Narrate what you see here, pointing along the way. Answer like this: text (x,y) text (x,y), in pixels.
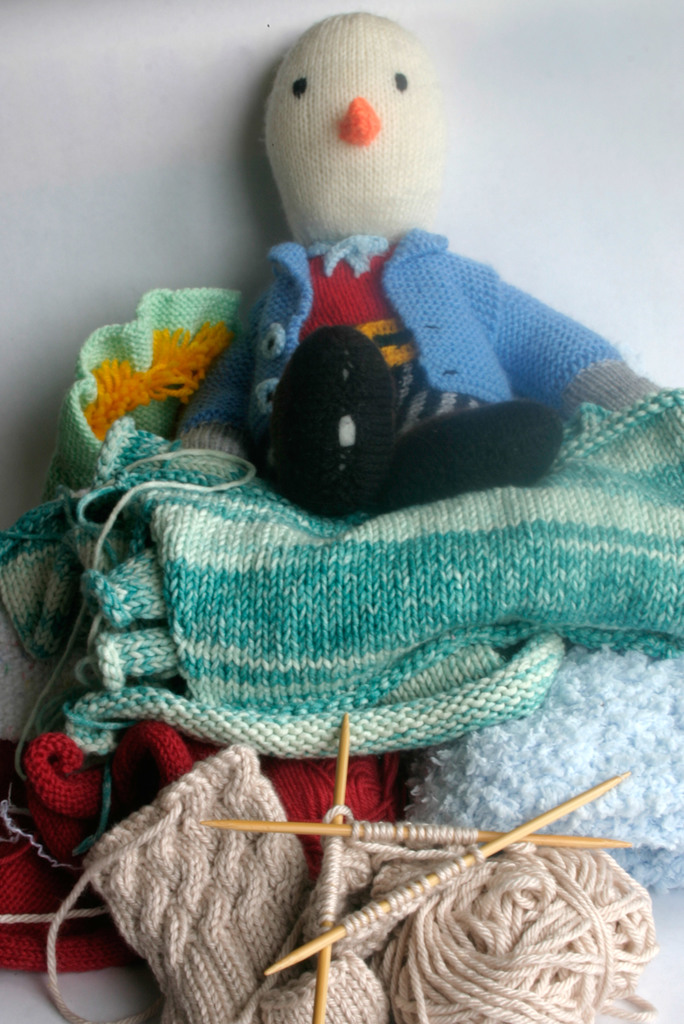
In this picture we can see sticks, woolen threads (342,907), clothes (266,865), doll (310,330) and in the background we can see the wall (142,125).
